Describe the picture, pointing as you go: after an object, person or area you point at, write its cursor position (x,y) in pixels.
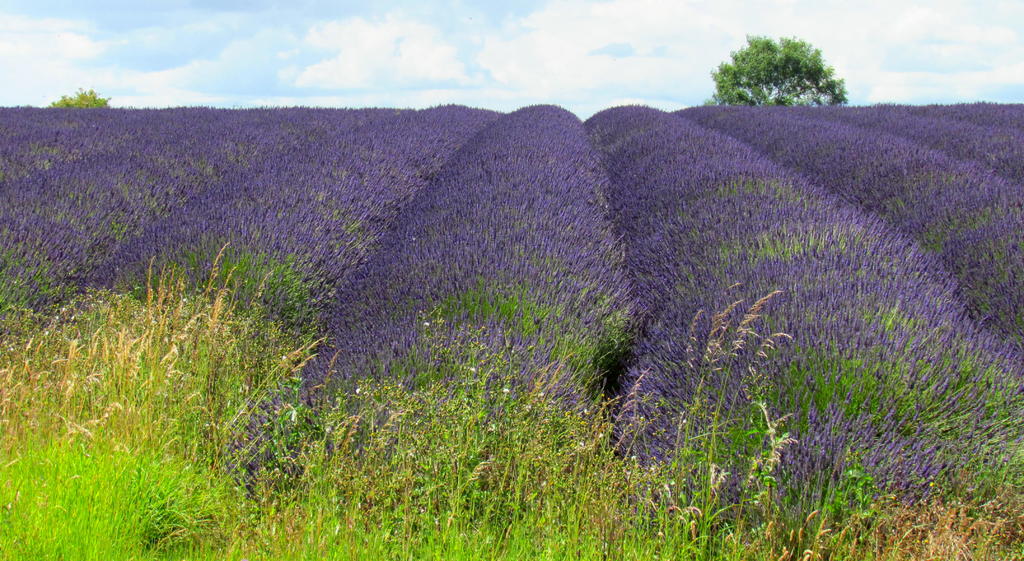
In this image I can see many plants (357,383) along with the flowers (375,242) which are in violet color. It seems to be a field (437,172). In the background (758,95) there is a tree (740,77). At the top of the image (233,46) I can see the sky (392,38) and clouds (571,47).
